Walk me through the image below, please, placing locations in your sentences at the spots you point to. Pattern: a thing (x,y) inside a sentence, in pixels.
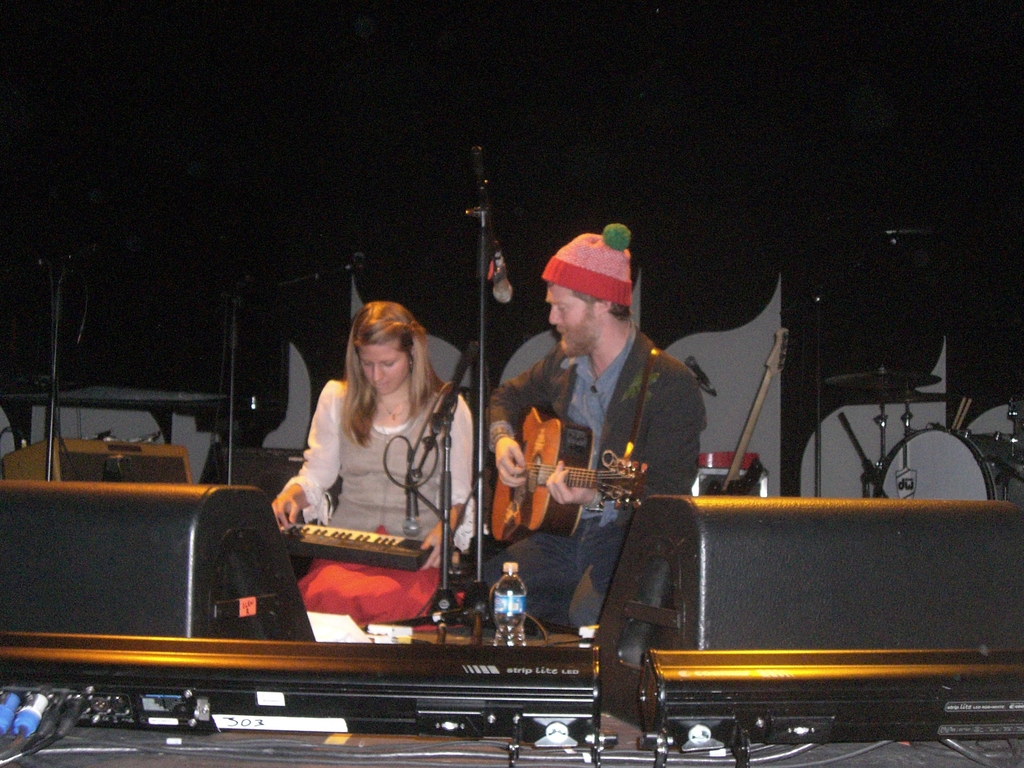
Background (912,154) portion of the picture is completely dark. We can see a man (580,307) and a woman (434,520) playing musical instruments (563,517). We can see musical instruments (864,385) and few other electronic devices (528,664), water bottle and mics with stands (481,188).
